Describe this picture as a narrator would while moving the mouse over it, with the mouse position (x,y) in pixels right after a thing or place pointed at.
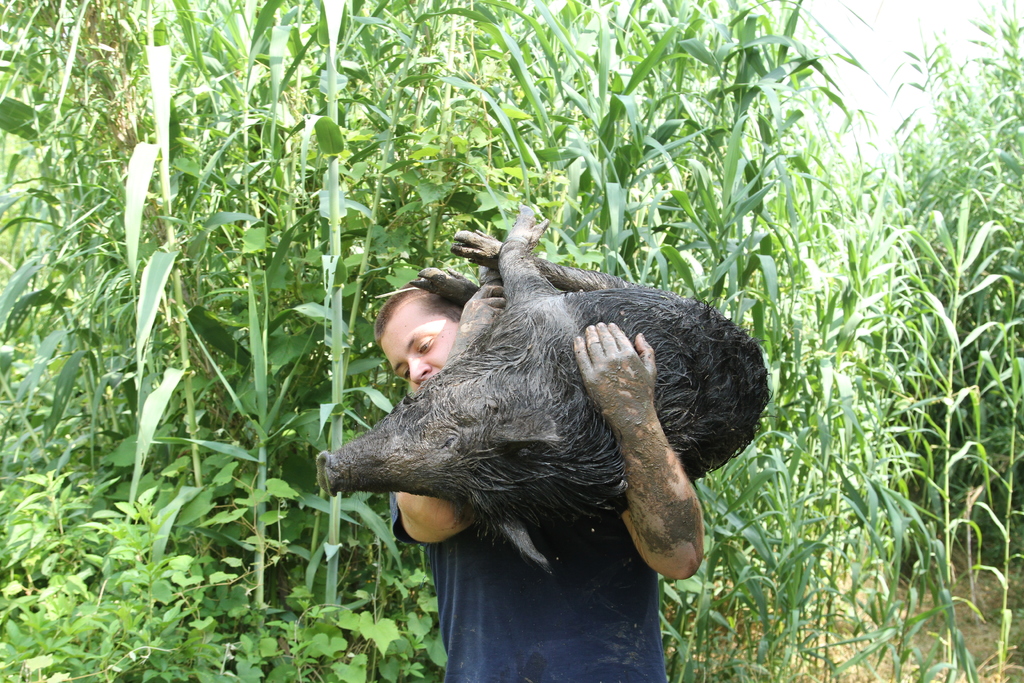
In this picture we can see a person (587,602) is carrying a pig (590,440) in the front (704,351), in the background (876,300) there are some trees (613,207).
